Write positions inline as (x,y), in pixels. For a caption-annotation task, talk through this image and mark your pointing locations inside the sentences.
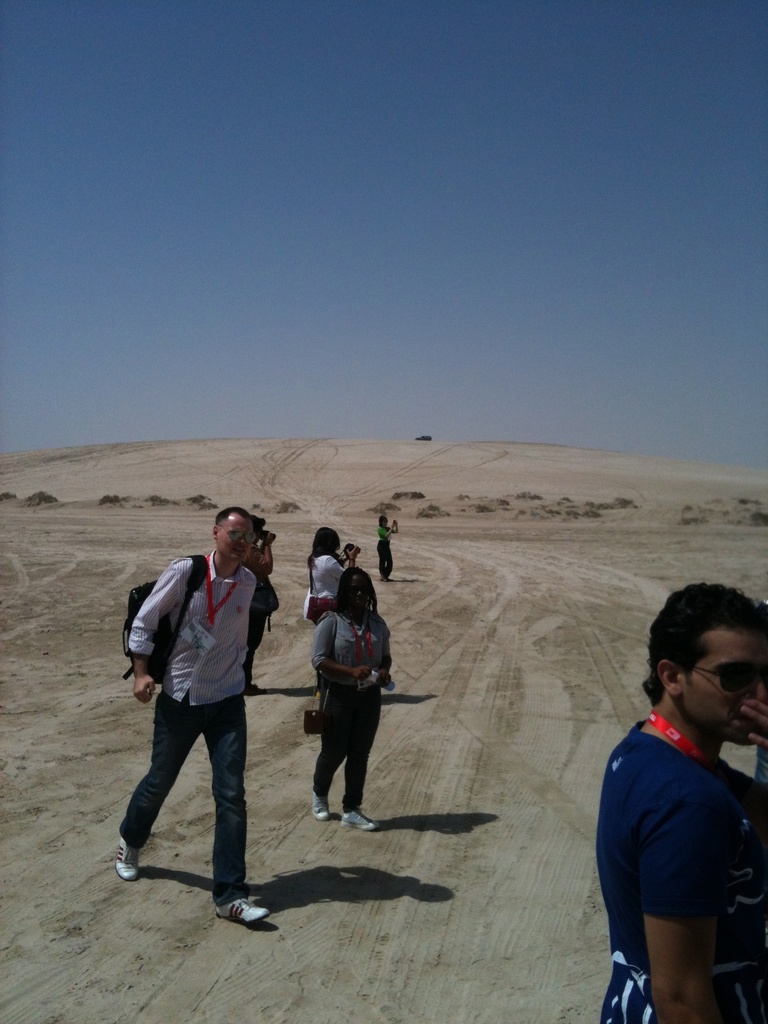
This image is taken outdoors. At the bottom of the image (388,892) there is a ground (248,452). At the top of the image (308,188) there is a sky (426,155). On the right side of the image (721,688) there is a man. In the middle of the image (359,601) a man (133,638) is walking on the ground (284,864) and a woman (383,628) is standing. Three people (312,573) are standing and clicking pictures with cameras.
